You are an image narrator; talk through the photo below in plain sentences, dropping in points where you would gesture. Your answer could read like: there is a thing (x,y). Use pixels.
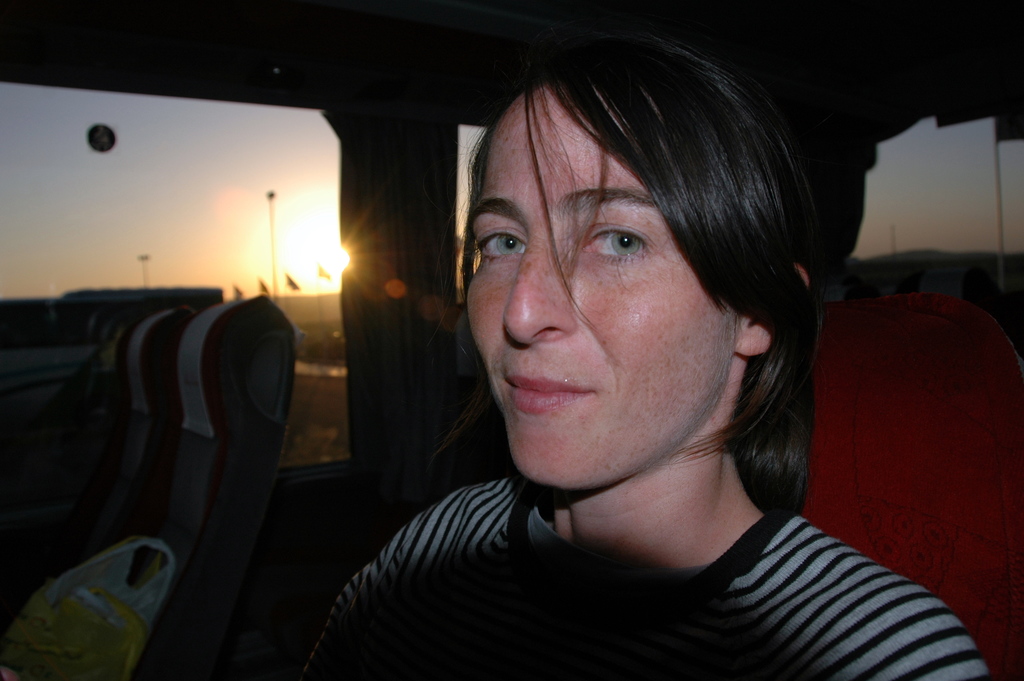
In this picture I can see there is a woman (791,584) sitting and smiling, there is a window (325,380) here and the sun (343,253) and sky (312,270) is visible from the window (302,312).
